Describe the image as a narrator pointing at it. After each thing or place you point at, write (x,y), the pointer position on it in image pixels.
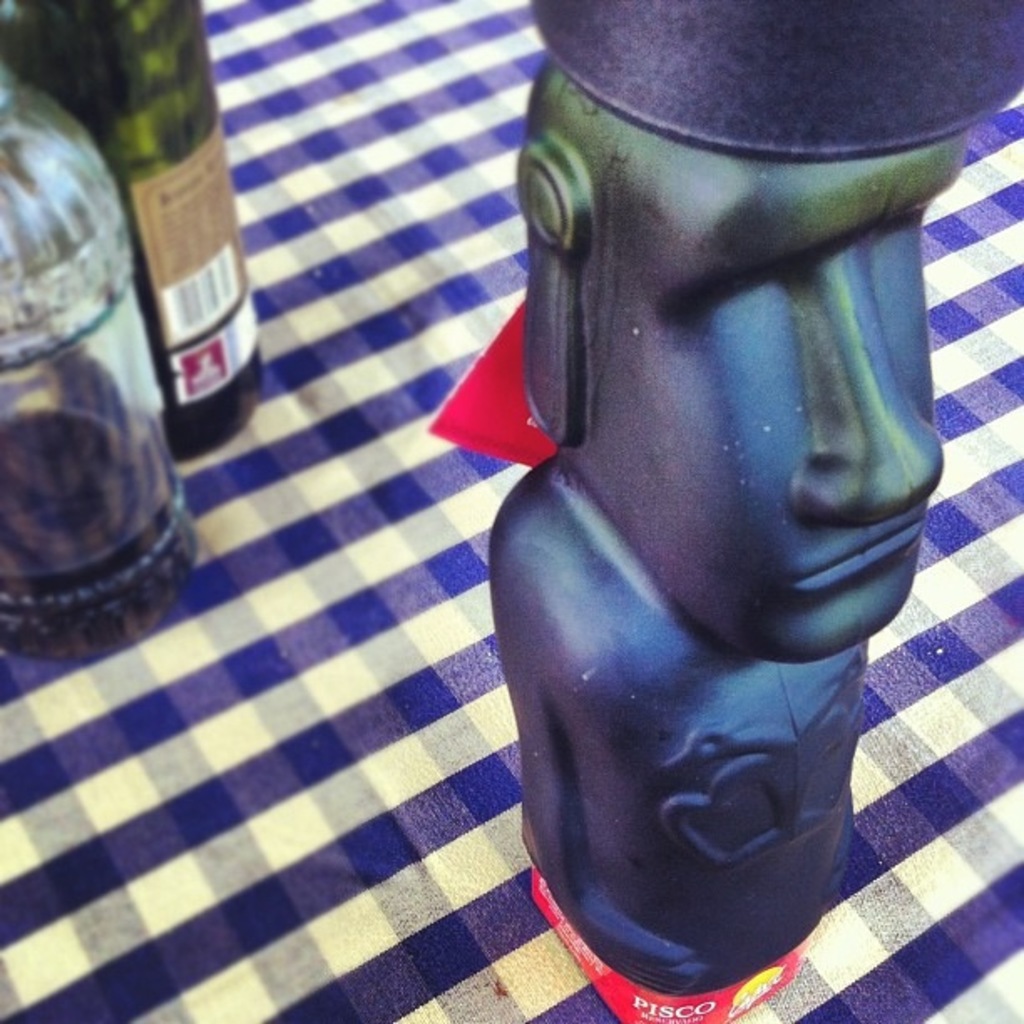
This picture shows a toy (725,65) on the table (259,566) and a couple of bottles (4,348).
